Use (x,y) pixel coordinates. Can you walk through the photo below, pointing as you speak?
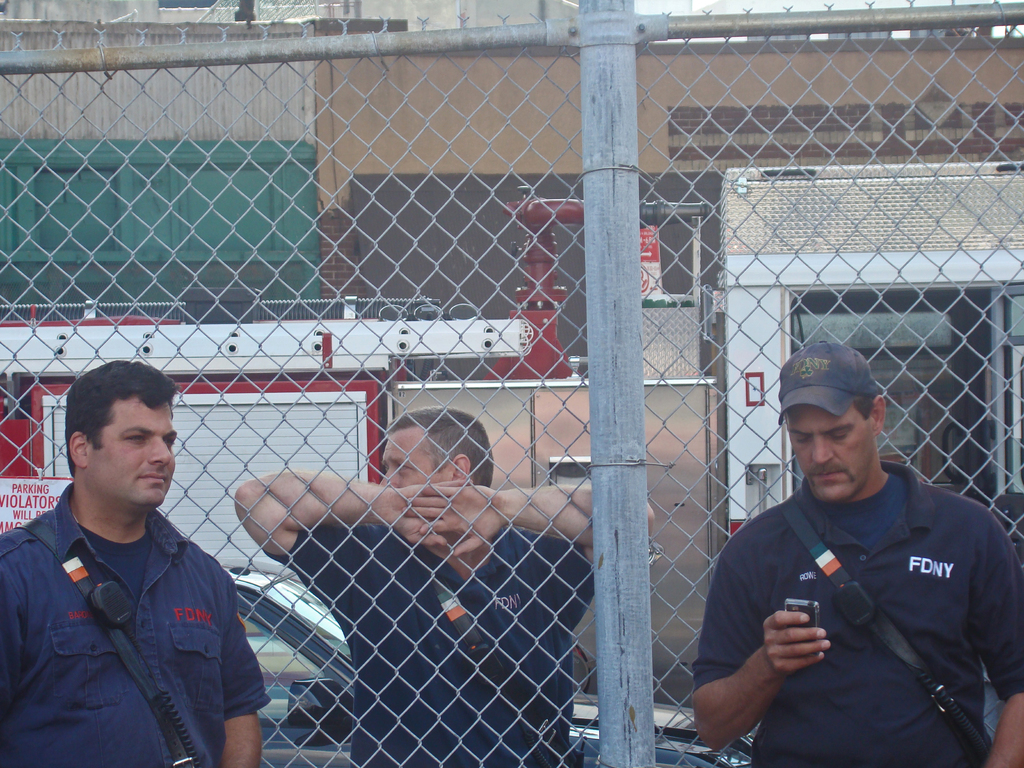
In this image, on the right side (972,540), we can see a man (976,554) wearing a radio strap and holding a mobile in his hand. On the left side (176,589), we can also see another man (134,625) wearing a radio strap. In the middle of the image (439,269), we can see a metal fence (722,755), in the metal fence (496,552), we can see a man (450,564) wearing a radio strap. In the background (295,632), we can see a metal fence (416,642), some cars (338,675), buildings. In the middle of the image (618,436), we can also see a metal rod (622,314).
